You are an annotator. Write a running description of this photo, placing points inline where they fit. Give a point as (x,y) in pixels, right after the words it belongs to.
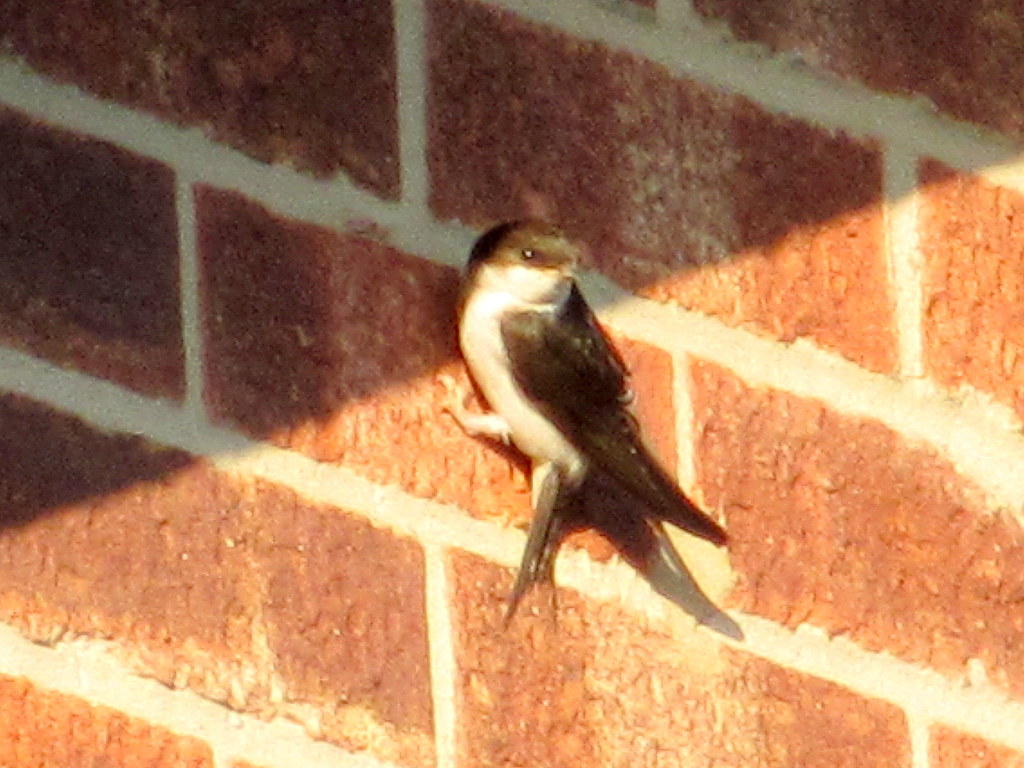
In this image a bird (528,294) is clinging on the brick wall (606,103).
